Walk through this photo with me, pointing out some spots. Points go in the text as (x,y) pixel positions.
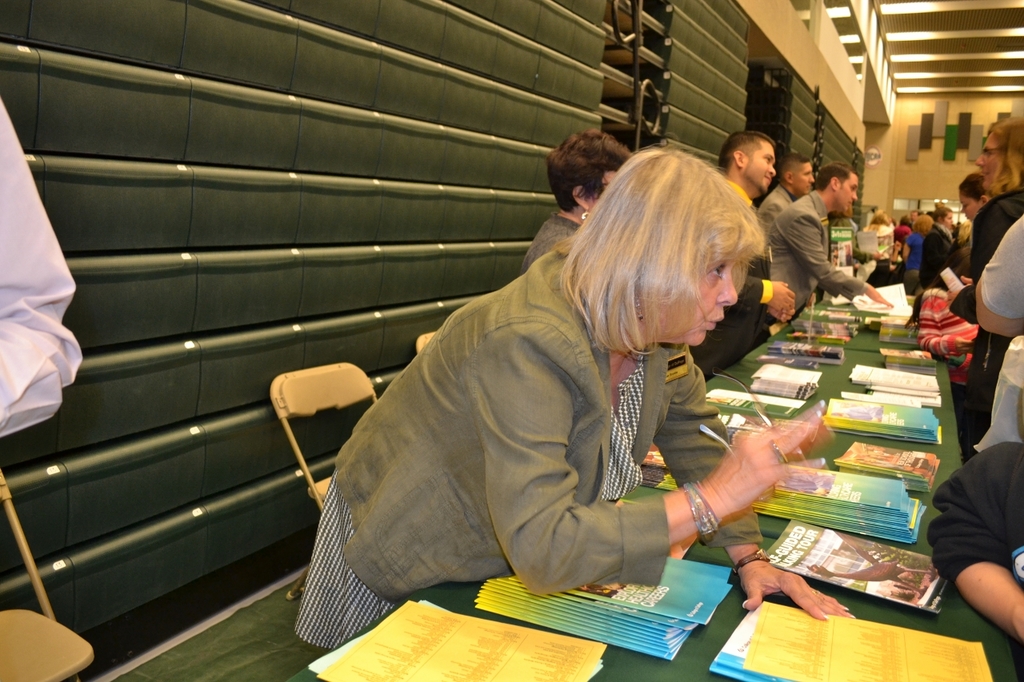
In this image we can see a few people (803,436), there are books (866,528), and papers (524,654) on the tables (719,564), there are lights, also we can see some objects (956,137) on the wall (943,102).
